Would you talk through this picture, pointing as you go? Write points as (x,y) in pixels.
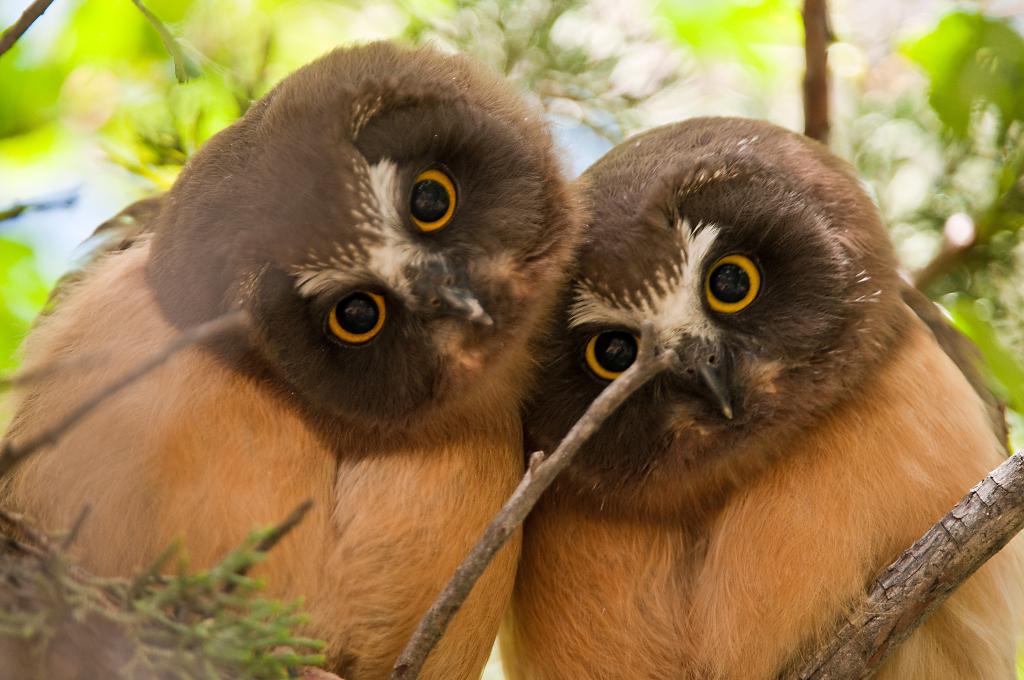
In this image there are two owls (463,491) sitting on a branch (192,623) of a tree (265,633). In front of them there are stems (540,471). In the background (100,88) there are leaves (730,3) of a tree (169,77).
